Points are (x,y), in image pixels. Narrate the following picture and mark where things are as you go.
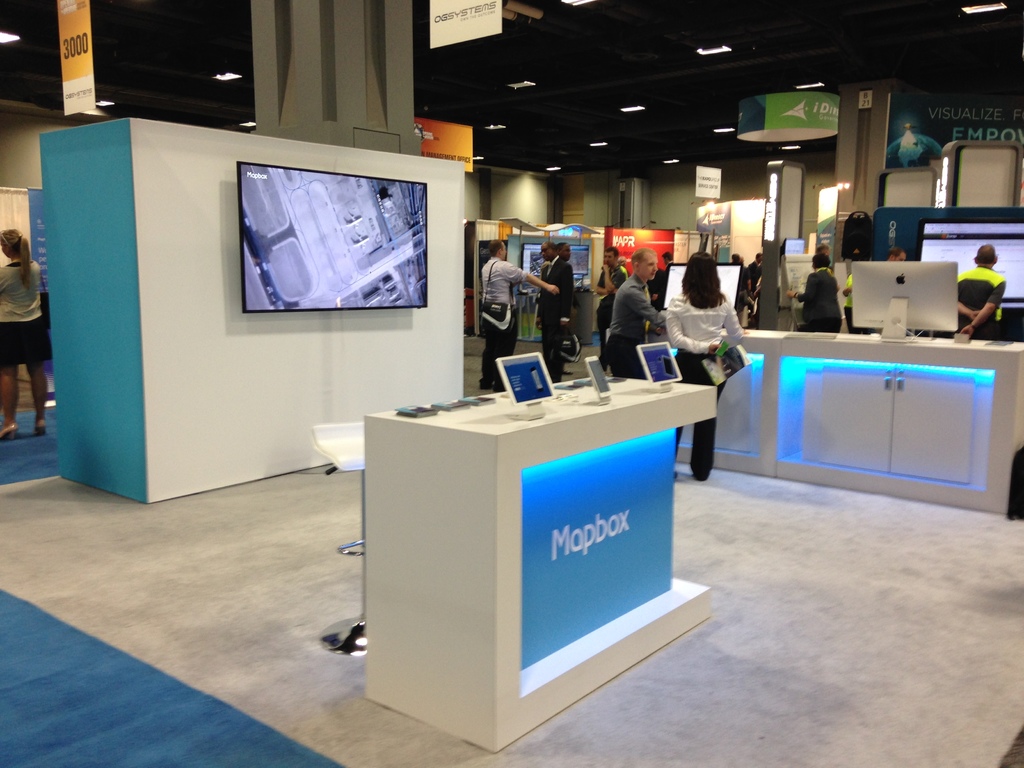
In this picture we can see people (544,317) on the floor (765,484), here we can see monitors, screens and some objects (602,653) and in the background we can see a wall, lights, roof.
